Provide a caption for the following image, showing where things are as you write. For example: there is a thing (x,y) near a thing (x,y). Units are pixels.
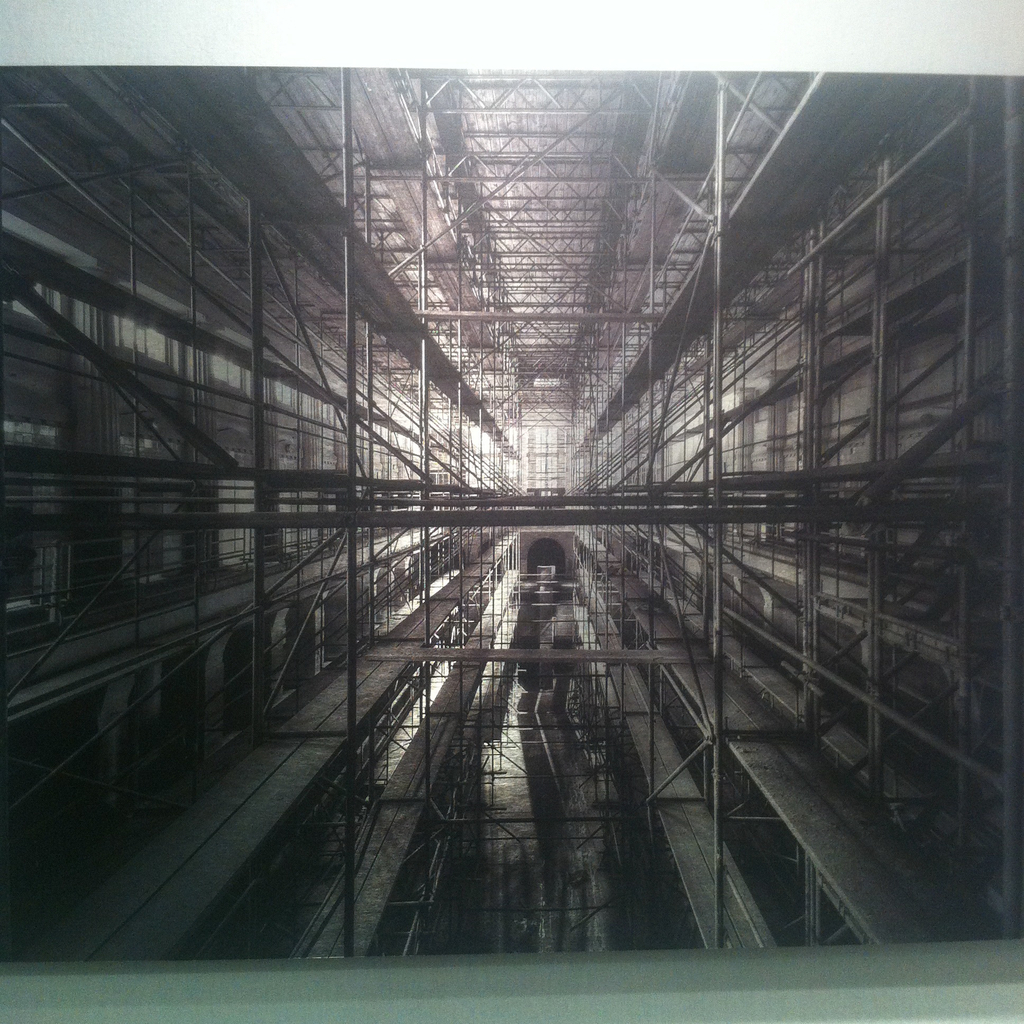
In the foreground of this image (350,637), there is a metal rod structure (406,715) and also wooden planks (257,808) on both the sides. At the top (618,191), there is roof (605,135).
